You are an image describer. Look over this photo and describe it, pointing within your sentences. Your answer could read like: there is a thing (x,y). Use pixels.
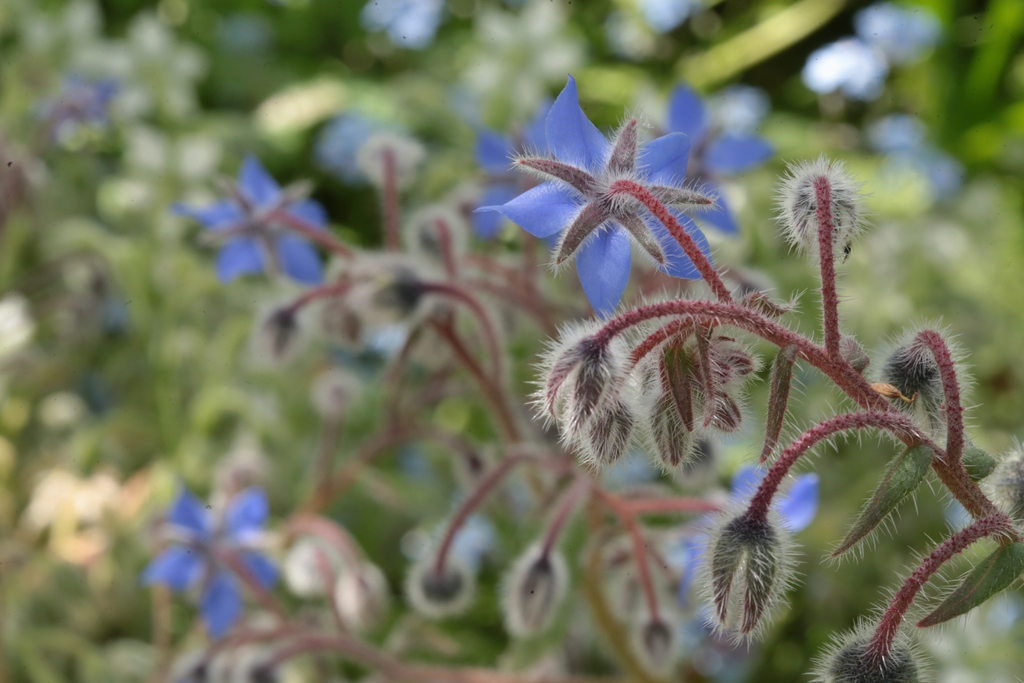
In the foreground of this picture (679,336), there is a purple flower (573,122) to a plant (773,379) and there are few buds (707,401) to it. In the background (658,38), there are plants (212,362).
